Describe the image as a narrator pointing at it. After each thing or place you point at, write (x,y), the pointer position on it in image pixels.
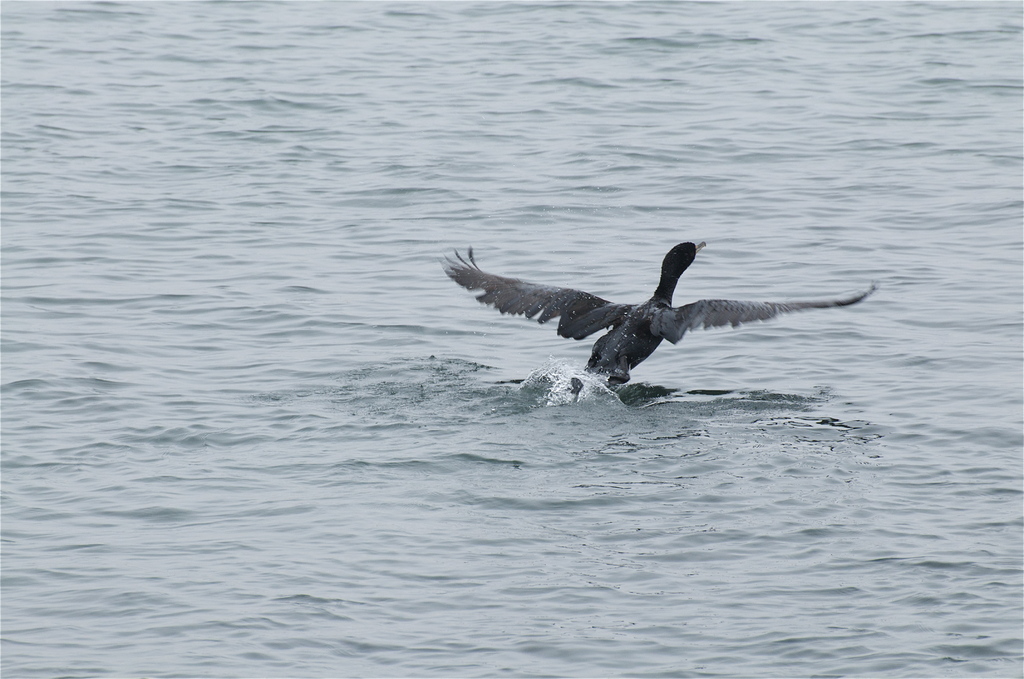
In this picture we can see the water (127,77) and a bird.
